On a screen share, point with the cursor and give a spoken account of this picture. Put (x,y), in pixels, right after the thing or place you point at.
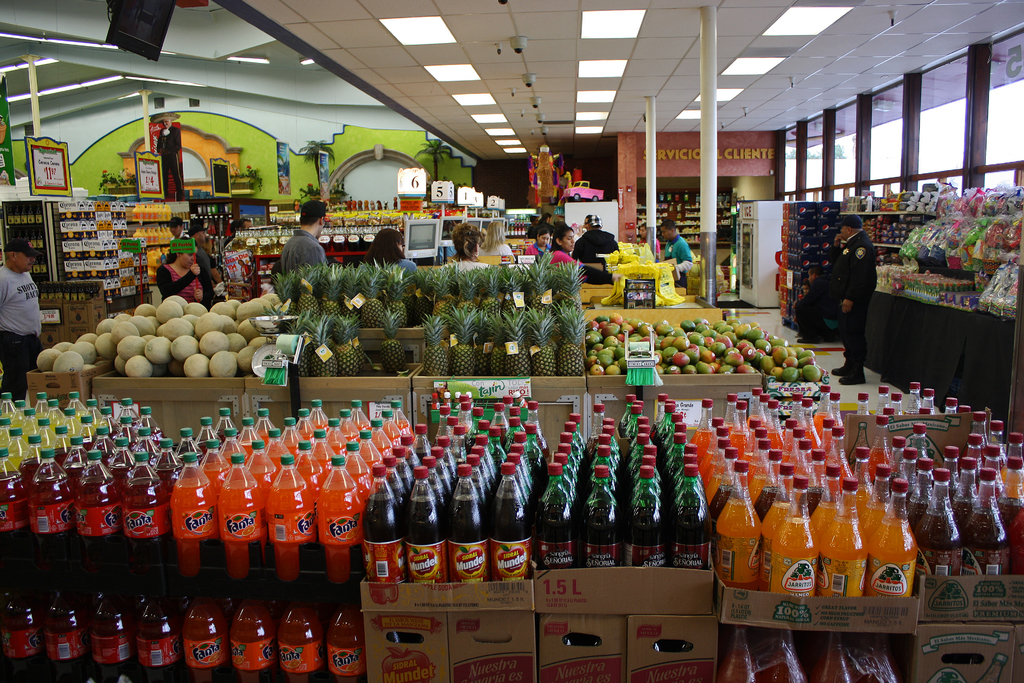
This picture looks like a store (484,379) and I can see few people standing and few boards (439,202) with some text (493,394). I can see few bottles (437,487), fruits (474,367) and few items (898,218) on the shelves (341,205) and I can see few lights (606,98) to the ceiling (574,75) and I can see text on the board (660,138) in the background (676,140).
